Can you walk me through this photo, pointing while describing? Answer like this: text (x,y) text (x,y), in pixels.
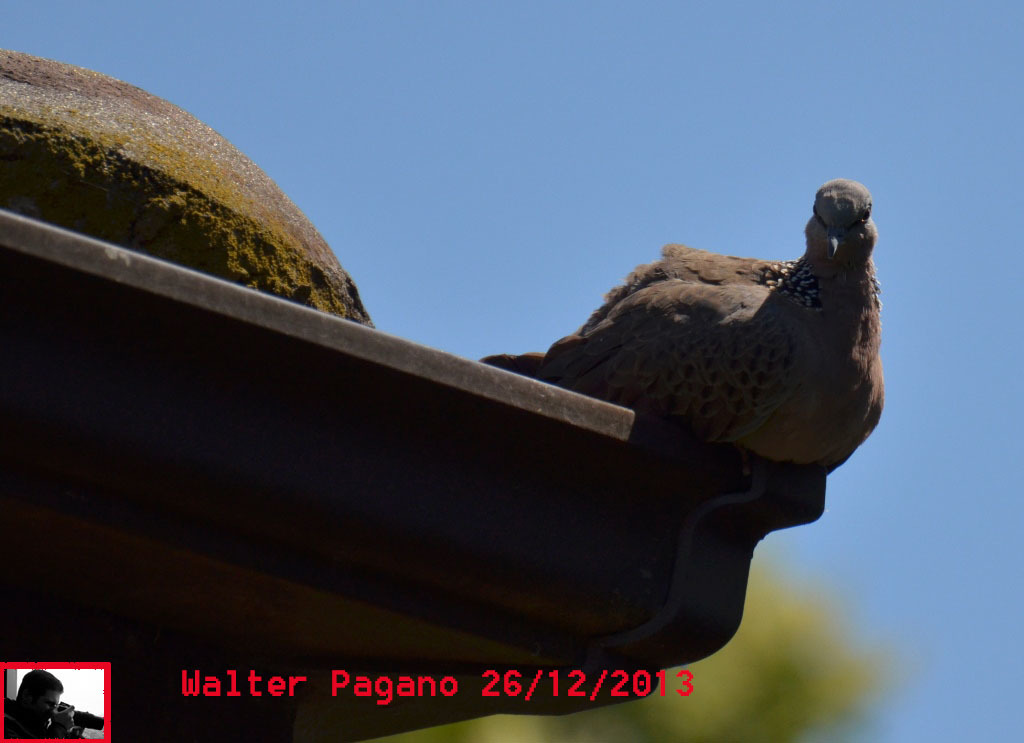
In this picture I can see a bird (807,414) on the flat surface (592,473) and also we can see a image (62,706) of a person (49,706) holding camera (77,712), we can see text (390,686) on the image.
